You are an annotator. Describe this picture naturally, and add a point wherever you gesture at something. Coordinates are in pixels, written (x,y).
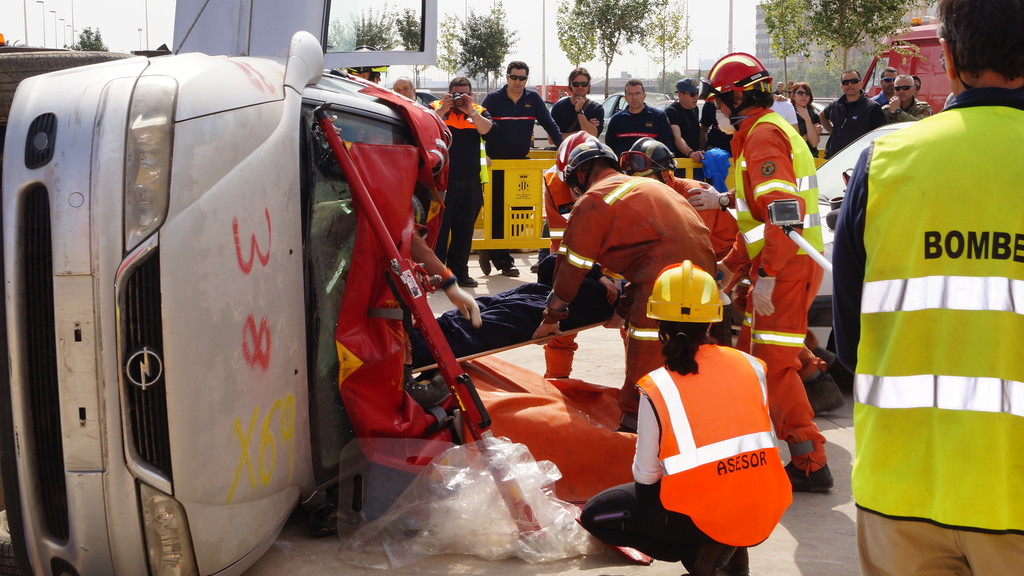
On the right side of the image (895,497) we can see person (896,362) standing and vehicle (830,237). On the left side of the image (290,518) we can see car (229,311) and street lights (64,32). In the center of the image (625,220) we can see persons (659,238) rescuing a man (578,304). In the background (741,28) we can see trees (796,46), pole (730,19), buildings (765,38) and sky (525,16).
